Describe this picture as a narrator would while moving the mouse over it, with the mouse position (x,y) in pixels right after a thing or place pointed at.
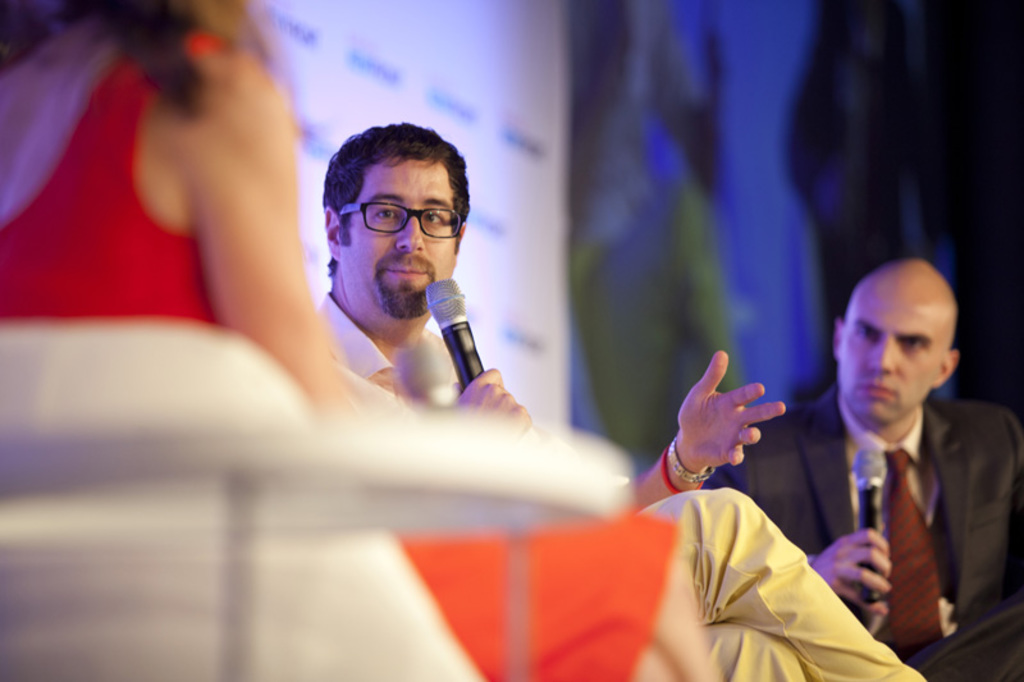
There is a lady (138,239) sitting on the left side of the image (300,251), there are two men (420,282) holding mics (453,309) in their hand (472,396) in the foreground (897,468) and the background (777,222) is blur.
